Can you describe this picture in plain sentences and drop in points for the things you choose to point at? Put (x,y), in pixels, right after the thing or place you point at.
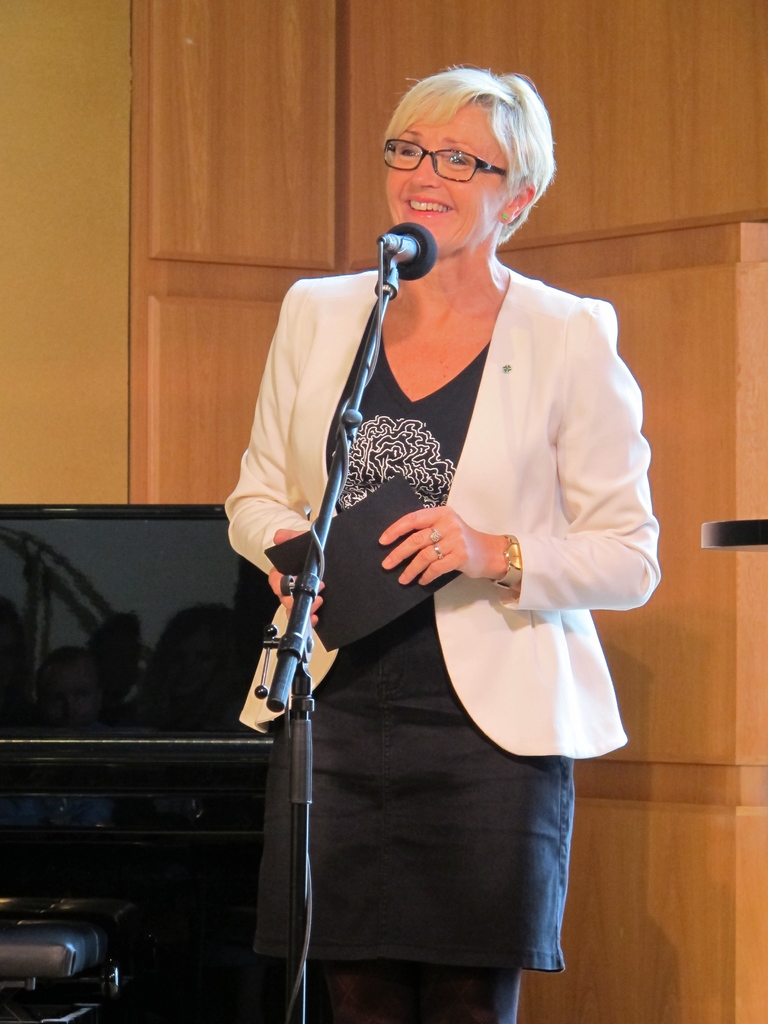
In this image there is a person (442,523) holding a card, there is a microphone (405,268) attached to the stand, there is a piano (228,707) and an object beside the person (392,834), there are few cupboards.
